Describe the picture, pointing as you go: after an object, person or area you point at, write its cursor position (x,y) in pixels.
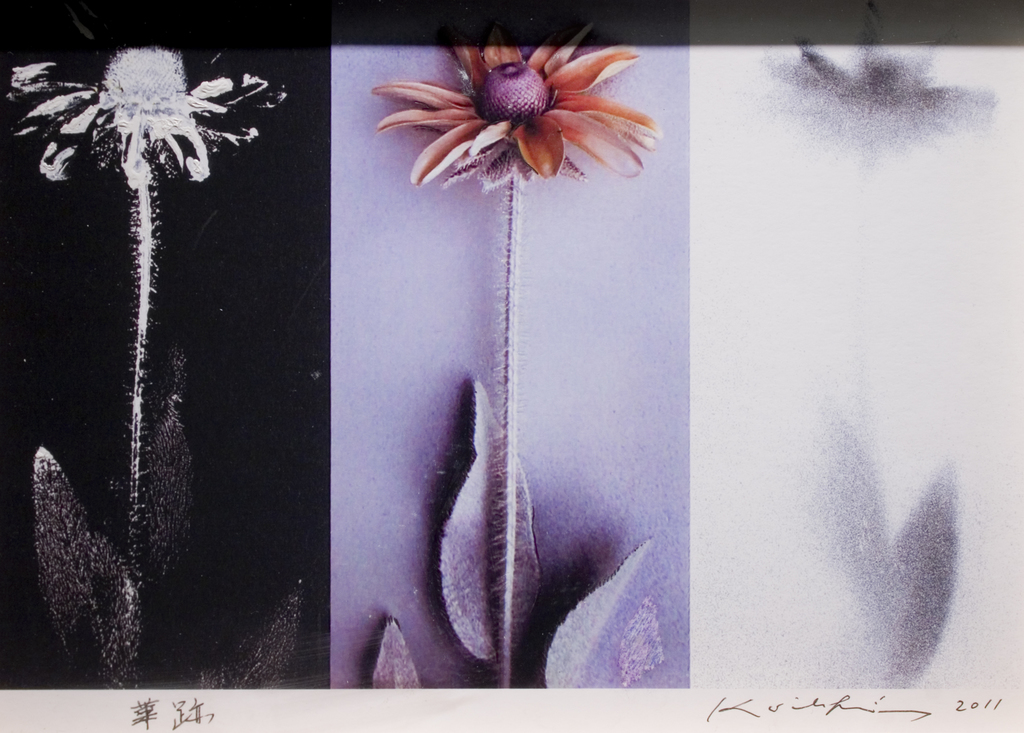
A collage pictures of flowers (849,513). In these three images we can see the same flower (508,115) and it is edited in three different ways.
